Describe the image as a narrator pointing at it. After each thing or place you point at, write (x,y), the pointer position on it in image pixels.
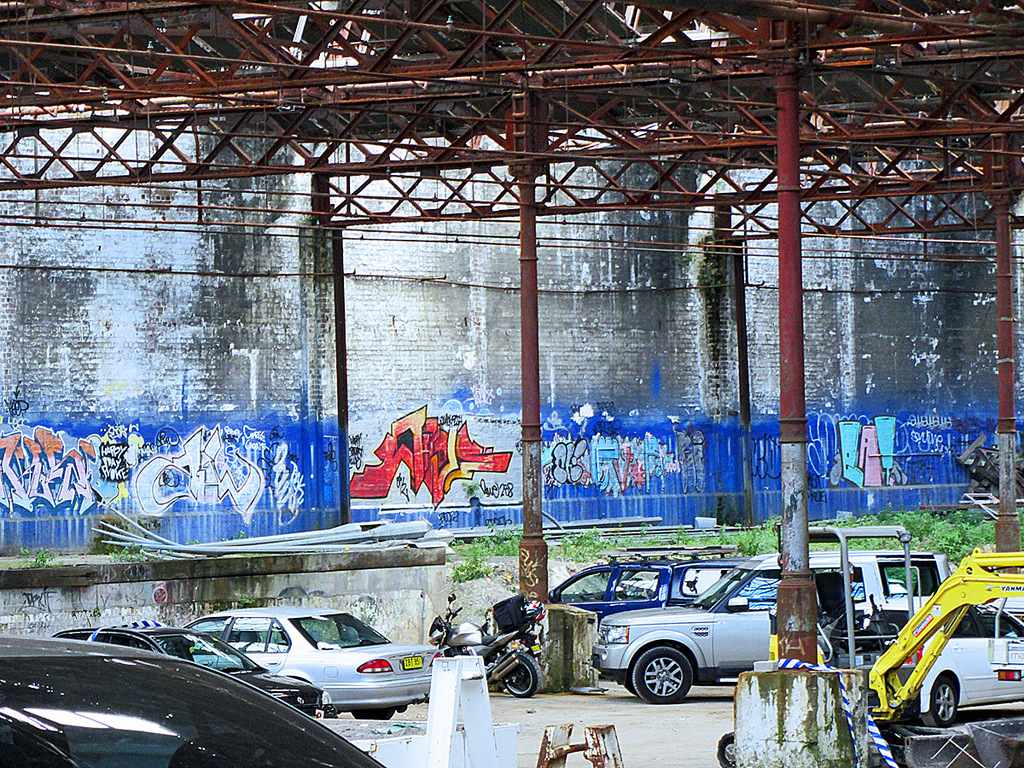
In this picture we can see vehicles (231,720), iron poles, plants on the ground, here we can see a caution band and some objects (449,662) and in the background (459,14) we can see rods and wall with a painting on it.
